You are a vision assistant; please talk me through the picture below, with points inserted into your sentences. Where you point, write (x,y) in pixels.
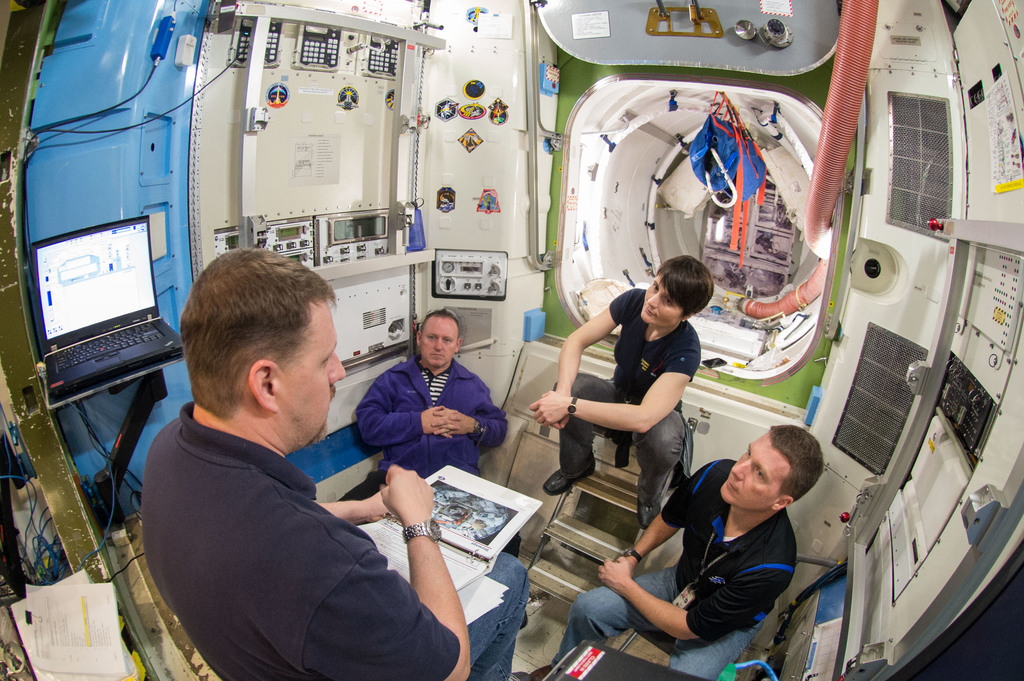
In this image I can see people (363,569) are sitting. In the background (320,475) I can see some objects (705,153). On the left side (102,303) I can see a laptop (146,291) and some papers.
